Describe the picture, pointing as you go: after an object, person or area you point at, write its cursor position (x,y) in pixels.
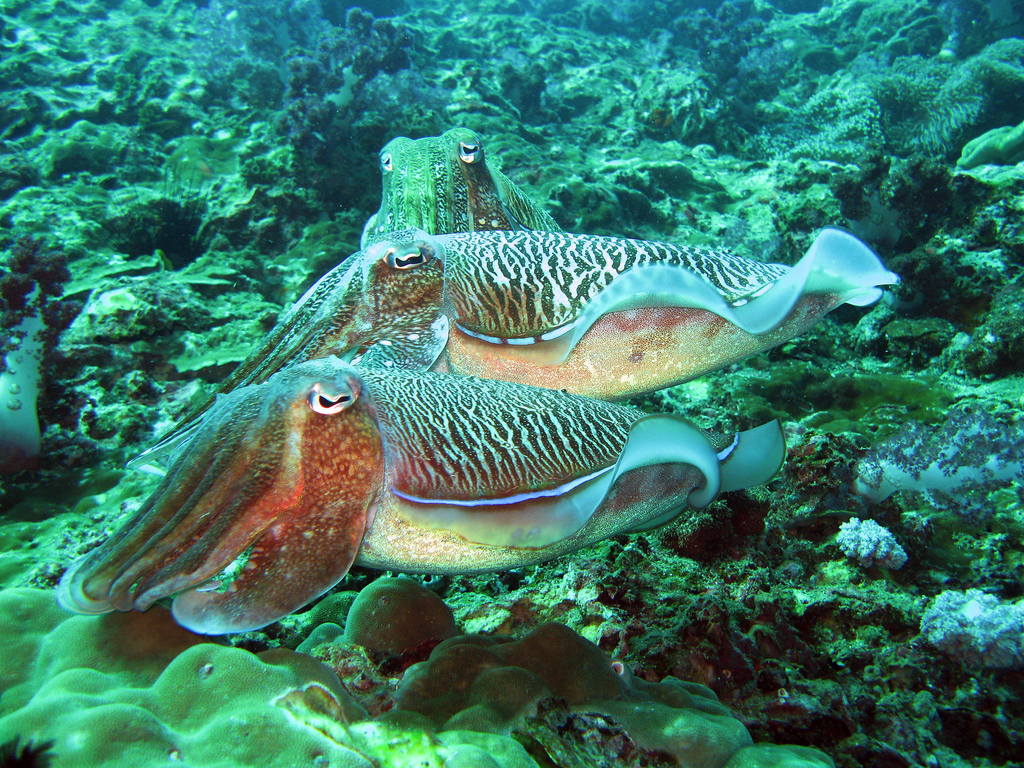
There are cuttlefish (458,454). Here we can see corals (446,25).
